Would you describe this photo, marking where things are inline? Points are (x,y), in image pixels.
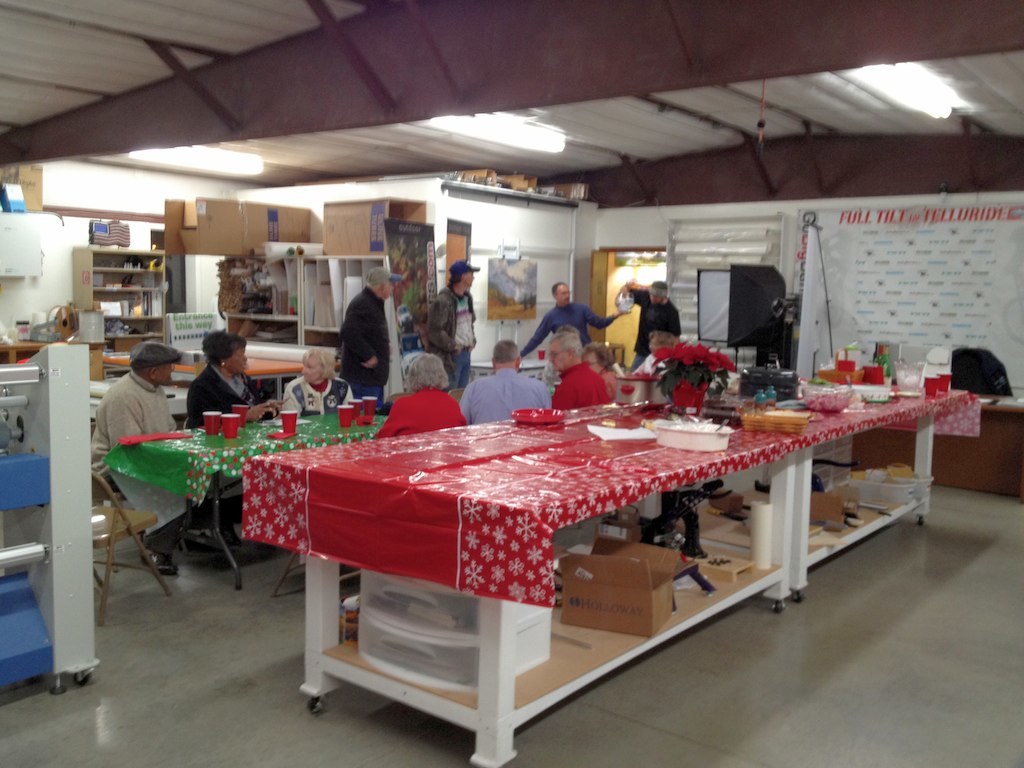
In the image we can see there are people (428,359) who are sitting on chair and in front of them there is a table (258,421) on which there are red colour glasses (373,401) and over here there is a table (799,437) on which there are bowls (908,372) and other food items (724,408) and on the top (526,130) there are tube lights (555,144) and at the back (203,223) there are cardboard empty sheet boxes (347,226).
